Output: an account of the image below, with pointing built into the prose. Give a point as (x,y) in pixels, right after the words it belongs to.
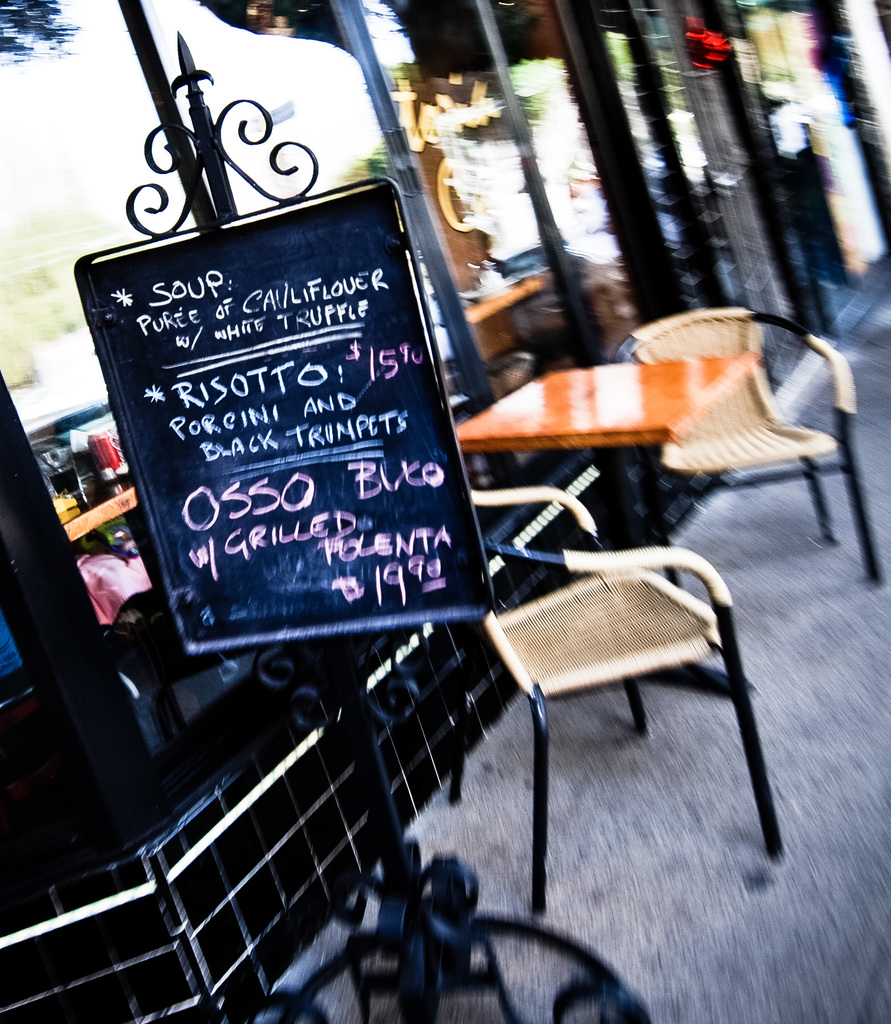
In this image there is one table (669,413) and two chairs (653,643) are at right side of this image (672,554). There is one rate board (435,607) in middle of this image (341,354) and there is one building (219,725) in the background (287,93).
